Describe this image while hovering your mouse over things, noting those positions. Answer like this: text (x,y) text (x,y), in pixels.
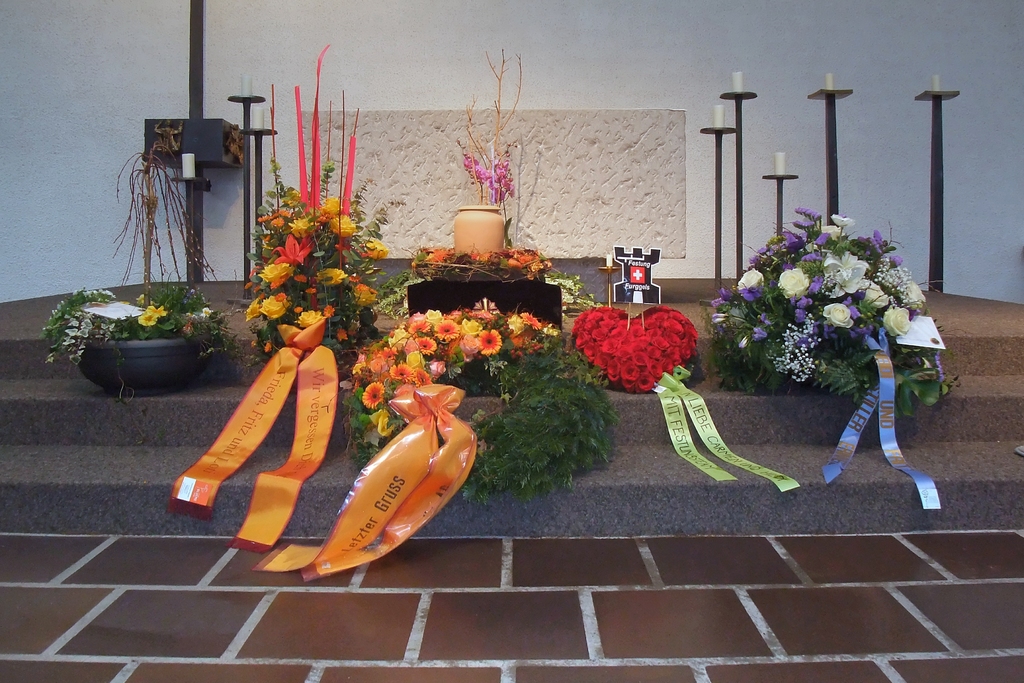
In this image there are so many flower bouquets (526,373) behind them there are candles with stands (941,253).
